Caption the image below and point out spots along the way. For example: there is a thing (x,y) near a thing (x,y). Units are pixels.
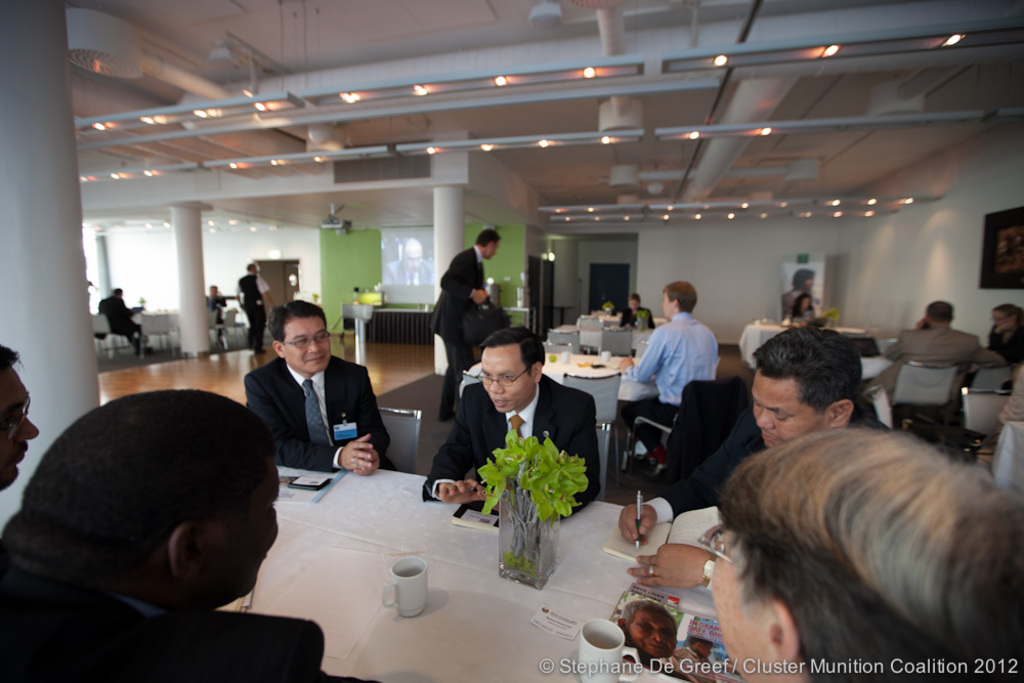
There are some people (353,434) sitting around table (434,548) and they were talking with each other. On the table (390,619) there is a mug (406,592) with flower vase (510,553), and there are some more tables (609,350) also where some people (675,337) were sitting and talking with each other. And there is a wall (716,288) and pillar (438,264) and back of pillar (441,236) there is a screen (403,250).
